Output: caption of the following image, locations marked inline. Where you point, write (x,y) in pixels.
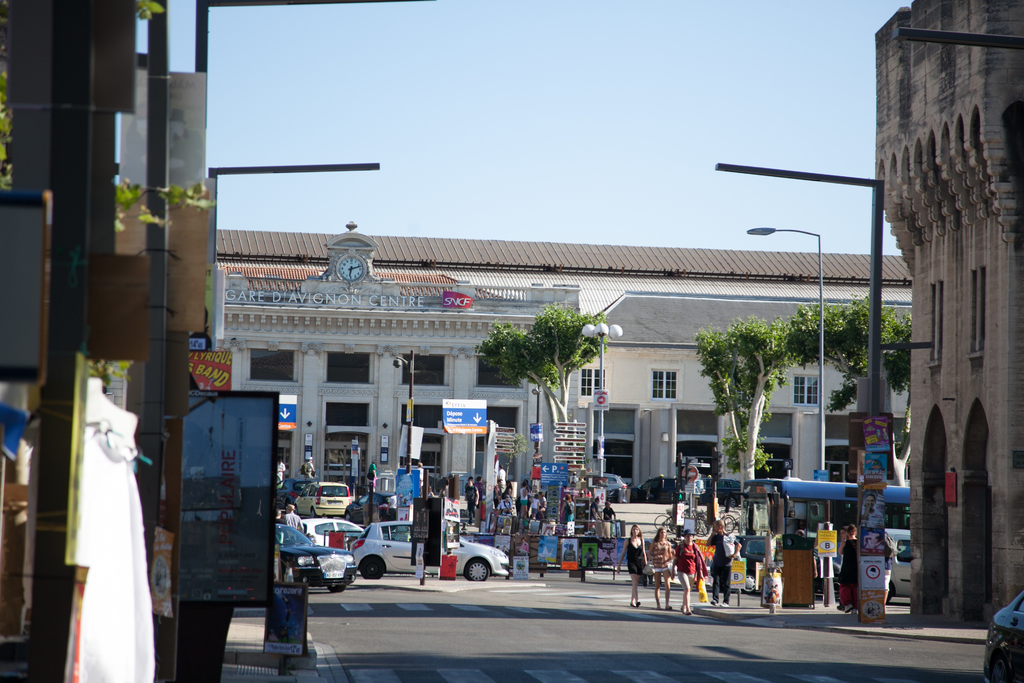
In this image, there are vehicles (755,550), people (856,550), poles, boards (231,550), banners (865,504), buildings (1002,511), walls (1019,511), street lights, windows (839,440), roads (684,639), walkways (861,623), clock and some objects (133,577). At the top of the image (642,213), there is the sky (590,166).
